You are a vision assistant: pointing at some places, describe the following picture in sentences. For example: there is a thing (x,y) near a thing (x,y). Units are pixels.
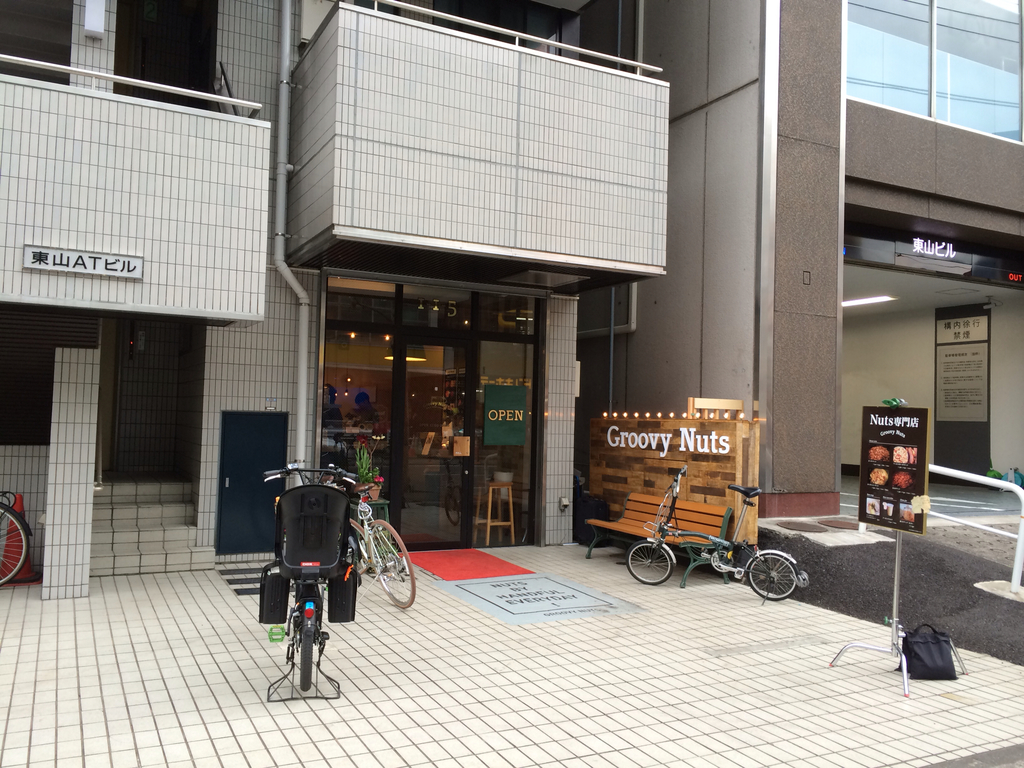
In the image there are buildings (465,367) in the back (523,380) with a store (333,312) on the bottom (529,521) with bicycles (332,585) in front of it along with a bench (693,512) and a banner (886,486) on the right side (891,435).
